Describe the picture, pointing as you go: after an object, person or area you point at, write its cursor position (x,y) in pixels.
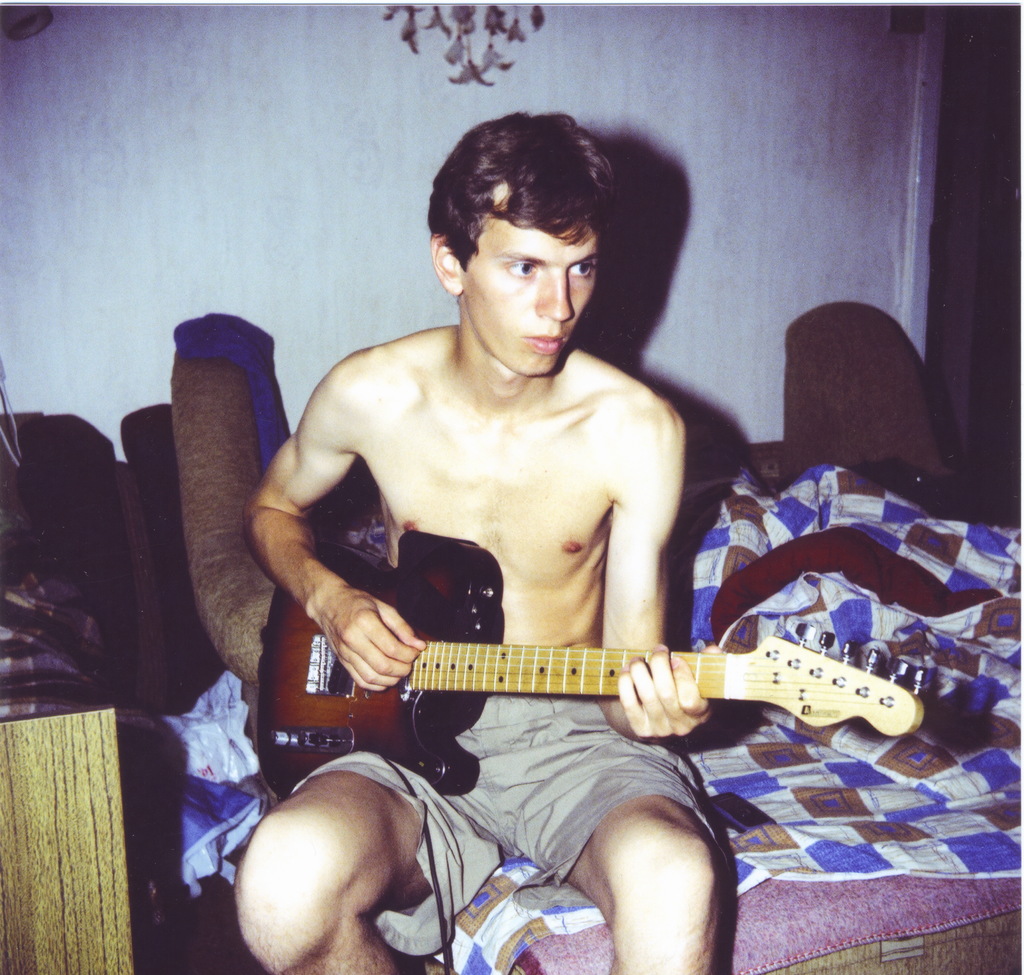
In this picture i can see a person (387,451) holding a guitar (423,614) in his hands (637,676) and moving the strings (549,659), the person (603,709) is having a short (607,771) and sitting on the bed (894,762). The bed sheet (879,843) is blue and brown and white in color, and there is wall (749,154) in the background (689,110) and some decorative items (495,34) hanging on the wall (503,47). The person (555,402) is not wearing any shirt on him.
